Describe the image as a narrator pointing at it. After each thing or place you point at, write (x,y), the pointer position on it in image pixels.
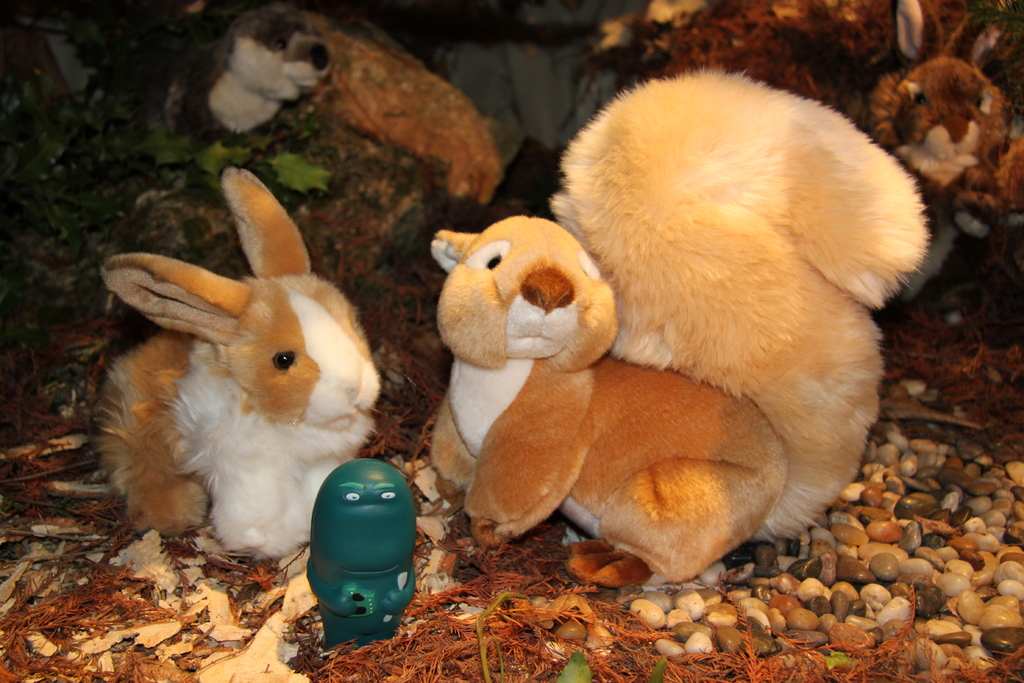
In this image there are toys (294,510) on the ground (379,429). At the bottom (615,637) there are pebbles (851,558), leaves (571,669) and dried grass (117,536) on the ground (57,499). The background (87,188) is blurry. To the left (112,189) there are leaves (105,177) of a plant (77,175).
